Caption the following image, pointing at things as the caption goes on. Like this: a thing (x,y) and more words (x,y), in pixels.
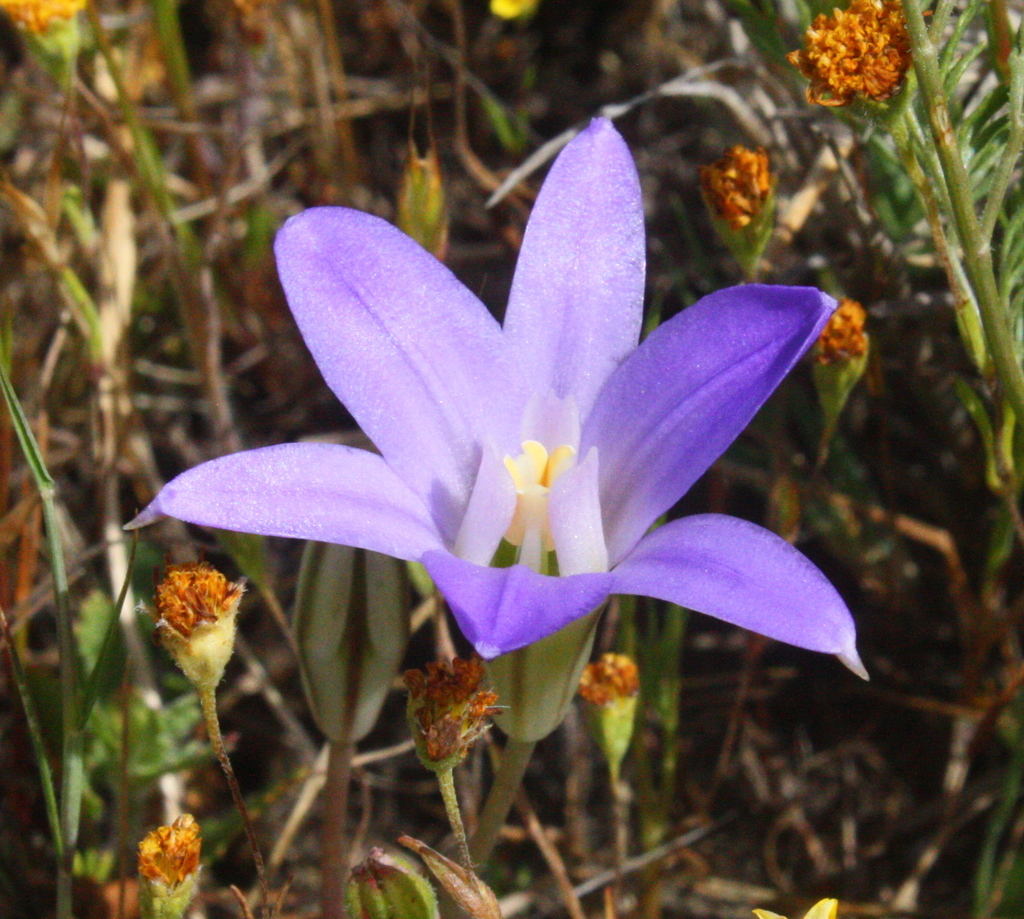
In this picture we can see a purple flower (539,281) with green leaves (154,758) and other plants (114,356) beside it.
